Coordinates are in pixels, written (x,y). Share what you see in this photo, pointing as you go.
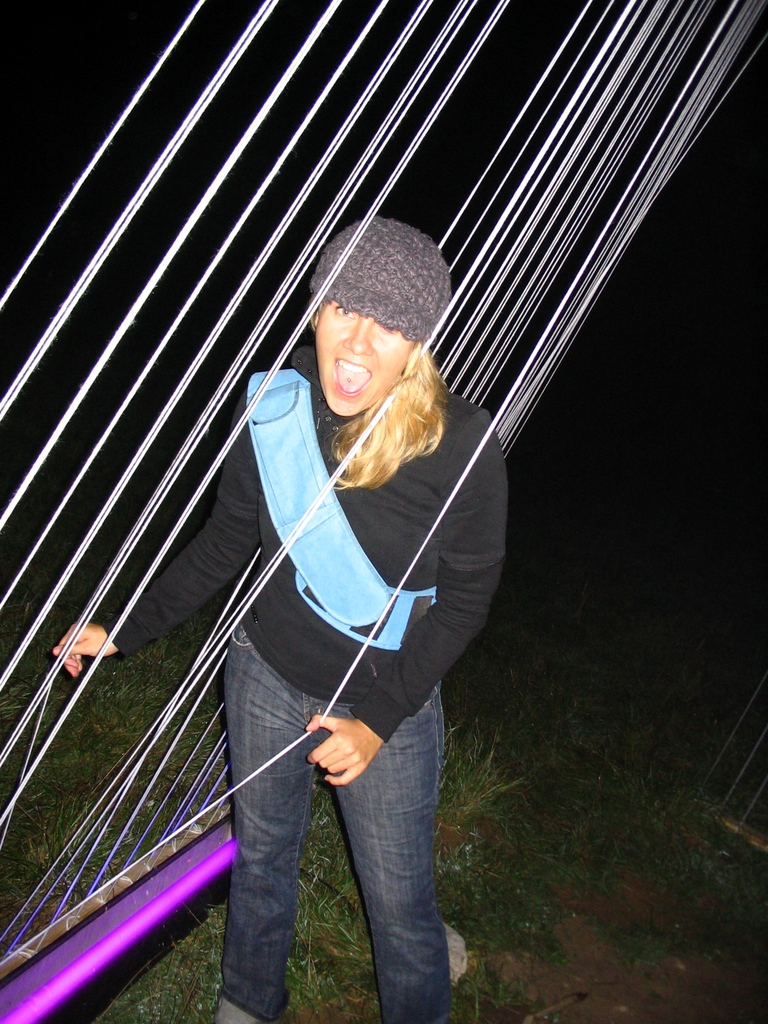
In this image I can see a woman (433,553) wearing black color dress (425,577) is standing. I can see a purple colored object (211,841) and to it I can see few white colored strings (371,21). I can see some grass (517,802) on the ground (484,839) and the dark background (222,21).
